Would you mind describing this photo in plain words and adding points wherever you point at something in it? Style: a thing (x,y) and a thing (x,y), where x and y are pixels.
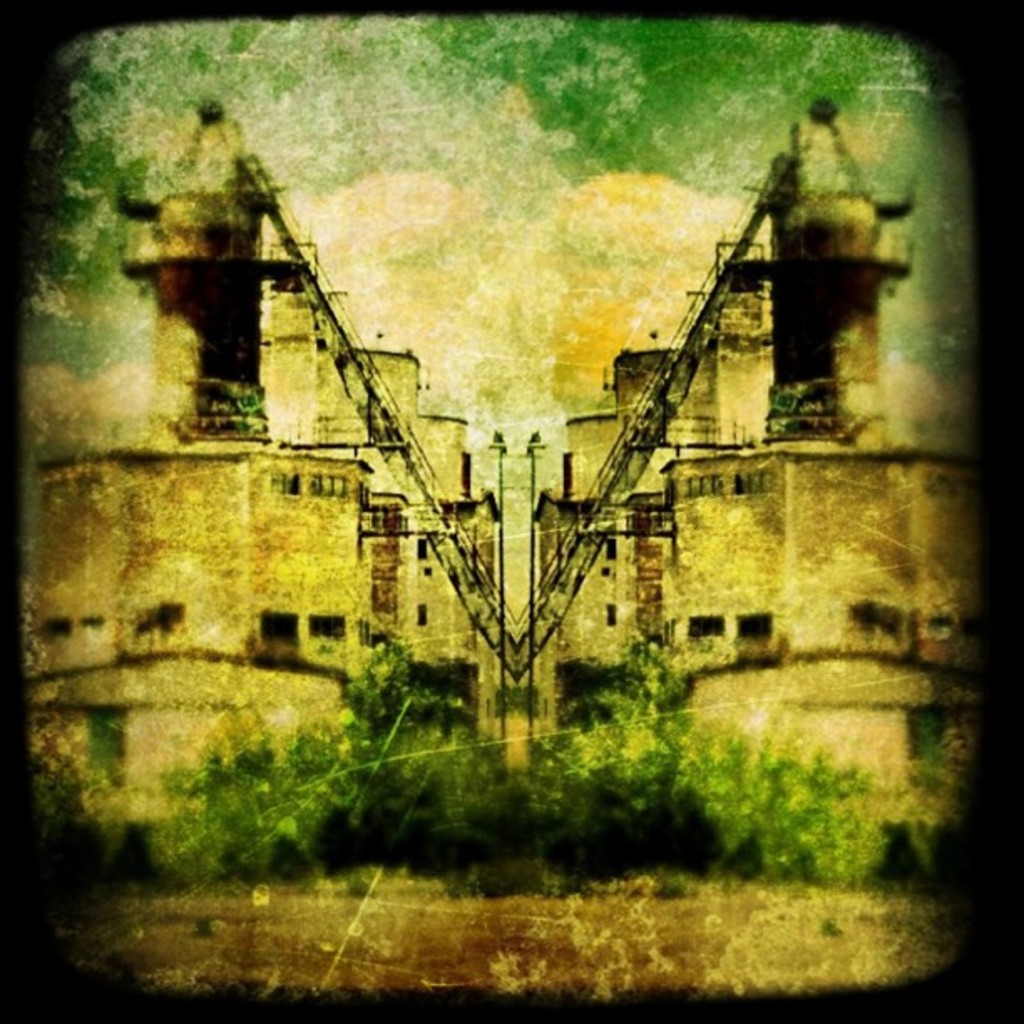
In this image I can see the old photograph in which I can see the ground (522,918), few trees (552,859) which are green in color, few buildings (620,520) and the sky (354,203).
